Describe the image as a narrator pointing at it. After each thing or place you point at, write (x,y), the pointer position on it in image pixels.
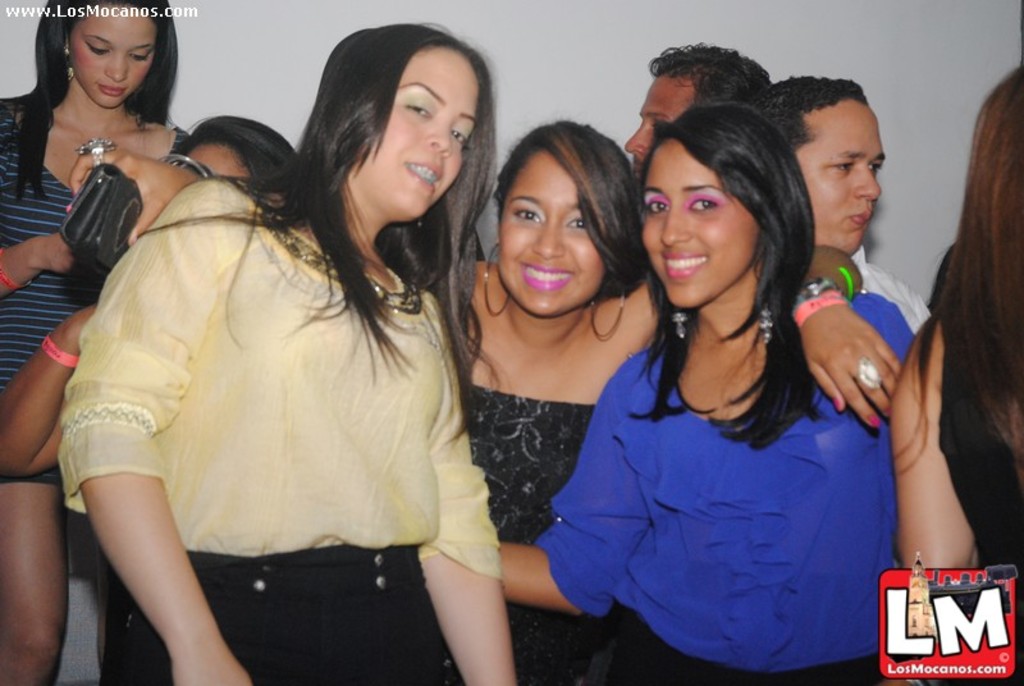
Here I can see three women (482,377) are smiling and giving pose for the picture. At the back of these women (768,392) I can see some more people (50,283). In the background (557,31) there is a wall (612,90). In the bottom right (966,645) there is a logo (967,613).
